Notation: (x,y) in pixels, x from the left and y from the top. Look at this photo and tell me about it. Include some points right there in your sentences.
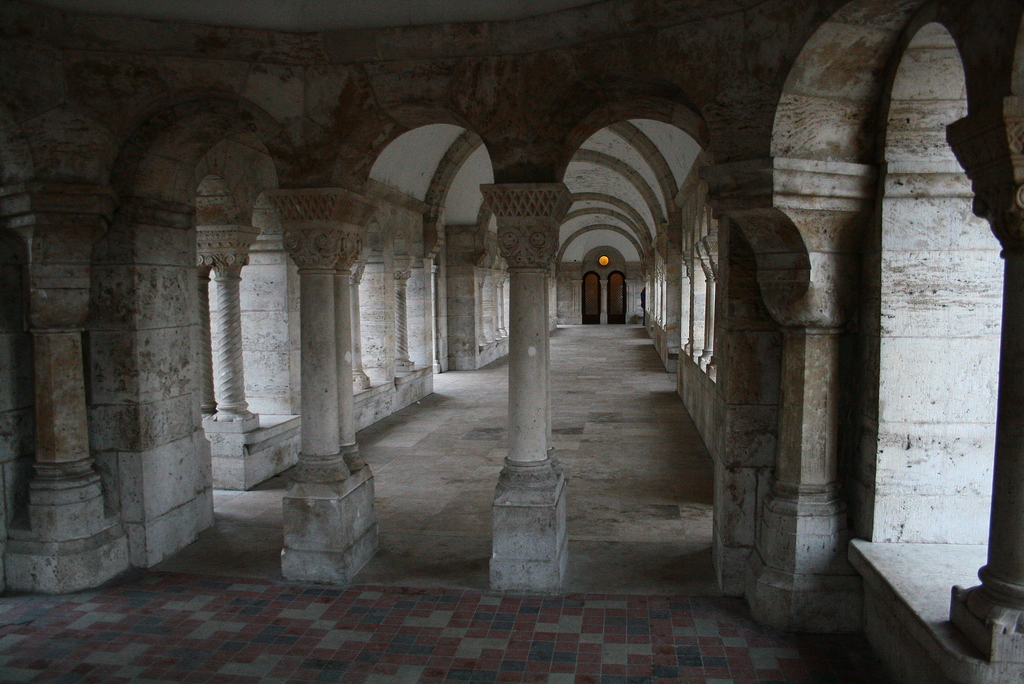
This is the picture of a place where we have some arches (302,179), pillars (356,367) and a light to the wall (557,318).
